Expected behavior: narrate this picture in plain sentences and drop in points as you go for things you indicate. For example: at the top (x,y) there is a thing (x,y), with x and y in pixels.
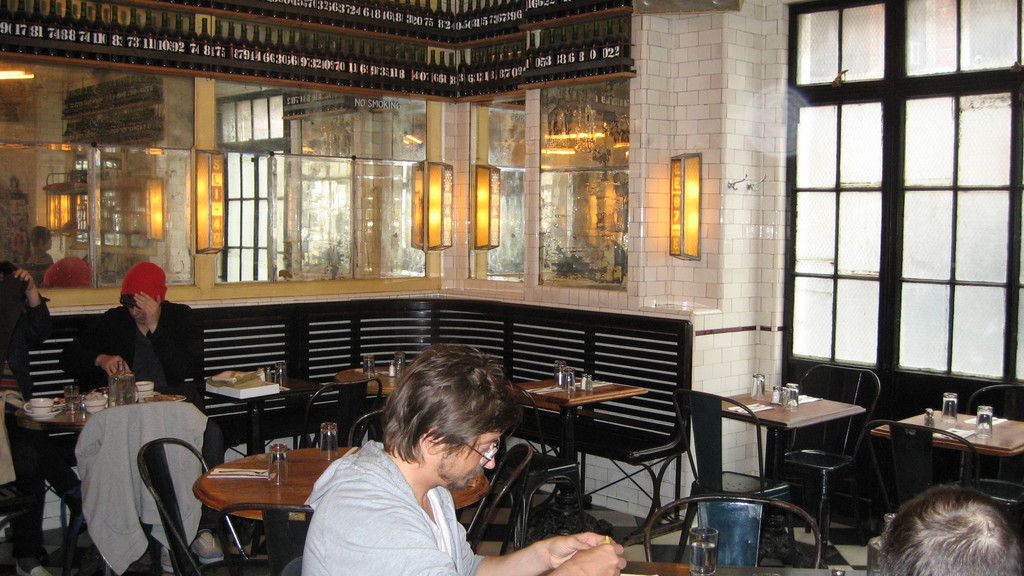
People (172,383) are sitting on the chairs (715,451) and having food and in the middle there is a lamp (676,241).
